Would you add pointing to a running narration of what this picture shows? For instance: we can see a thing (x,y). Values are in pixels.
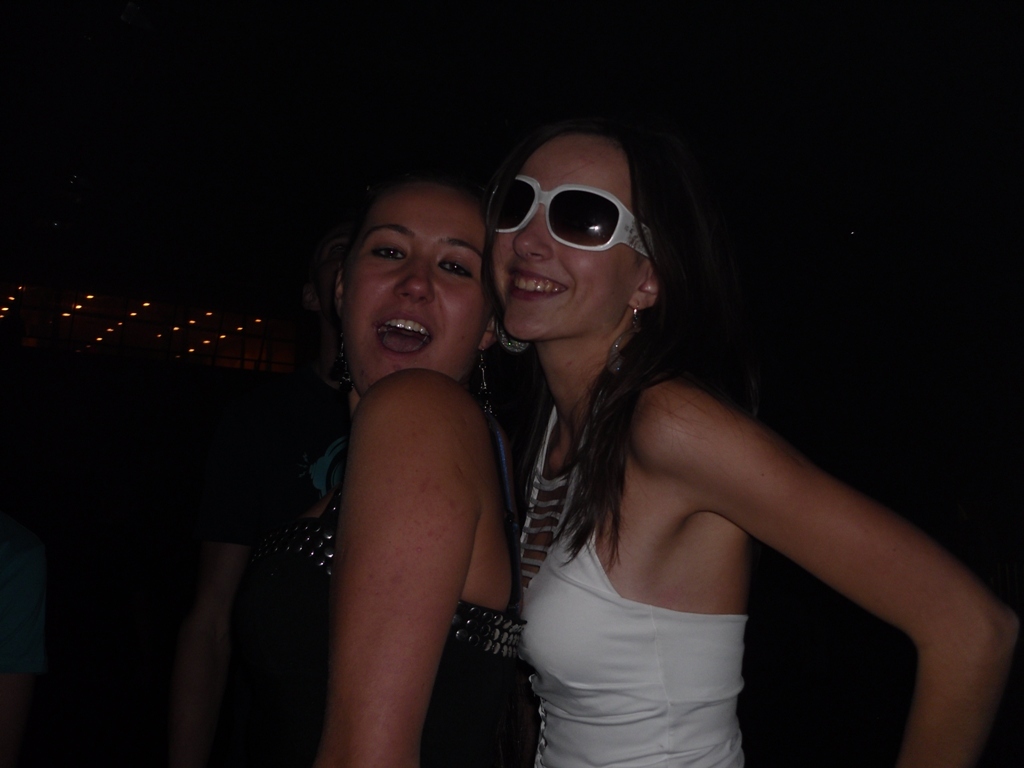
In this image I can see three people (509,662) with white and black color dresses (554,650). I can see one person (560,213) with the goggles (567,210). At the back (183,359) I can see some lights (218,332) and there is a black background (871,54).
